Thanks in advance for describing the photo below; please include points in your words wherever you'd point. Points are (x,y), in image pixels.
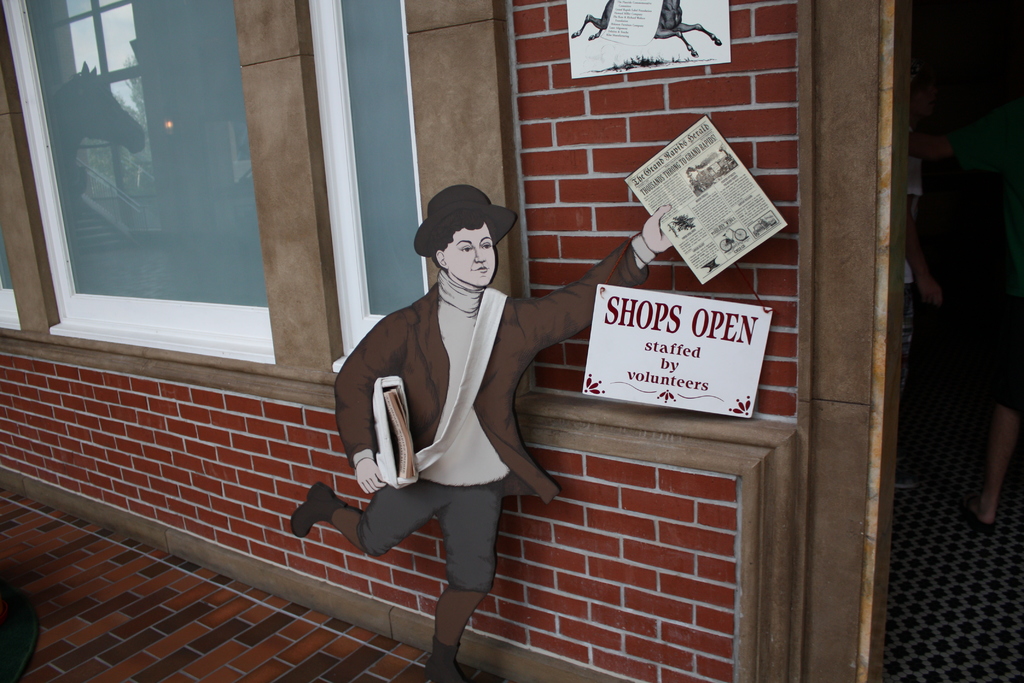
In the picture we can see a wall (292,543) which is painted on it as a brick wall (714,626) and it is with wooden frames (817,668) and to the wall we can see a window (138,92) with a glass (127,105) to it and beside it we can see a painting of a man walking and holding a newspaper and to the floor (273,651) we can see tiles (83,561).
